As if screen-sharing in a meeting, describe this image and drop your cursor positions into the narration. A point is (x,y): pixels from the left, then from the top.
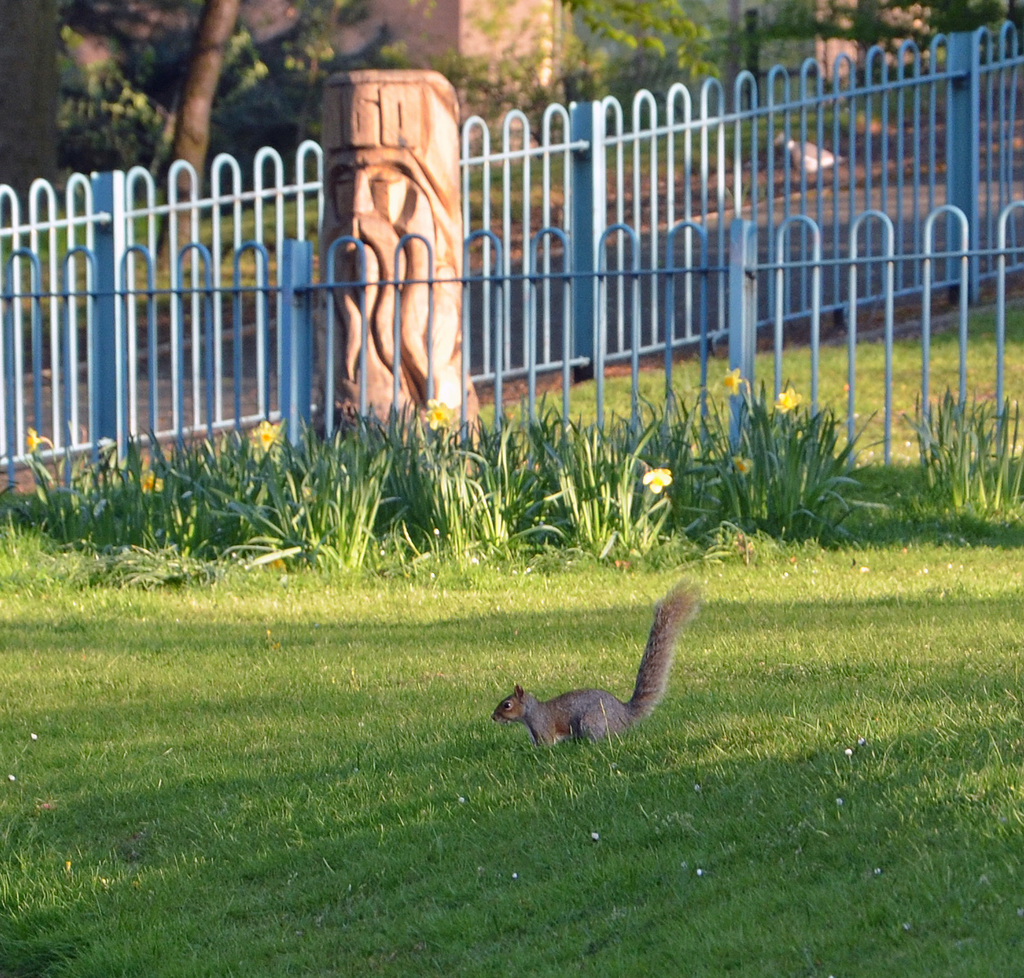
At the bottom of the picture (603,674), we see squirrel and we even see grass (338,915). There is iron railing (124,299) and behind that, we see buildings (473,10) and trees (189,192). This picture might be clicked in the garden (414,629).
